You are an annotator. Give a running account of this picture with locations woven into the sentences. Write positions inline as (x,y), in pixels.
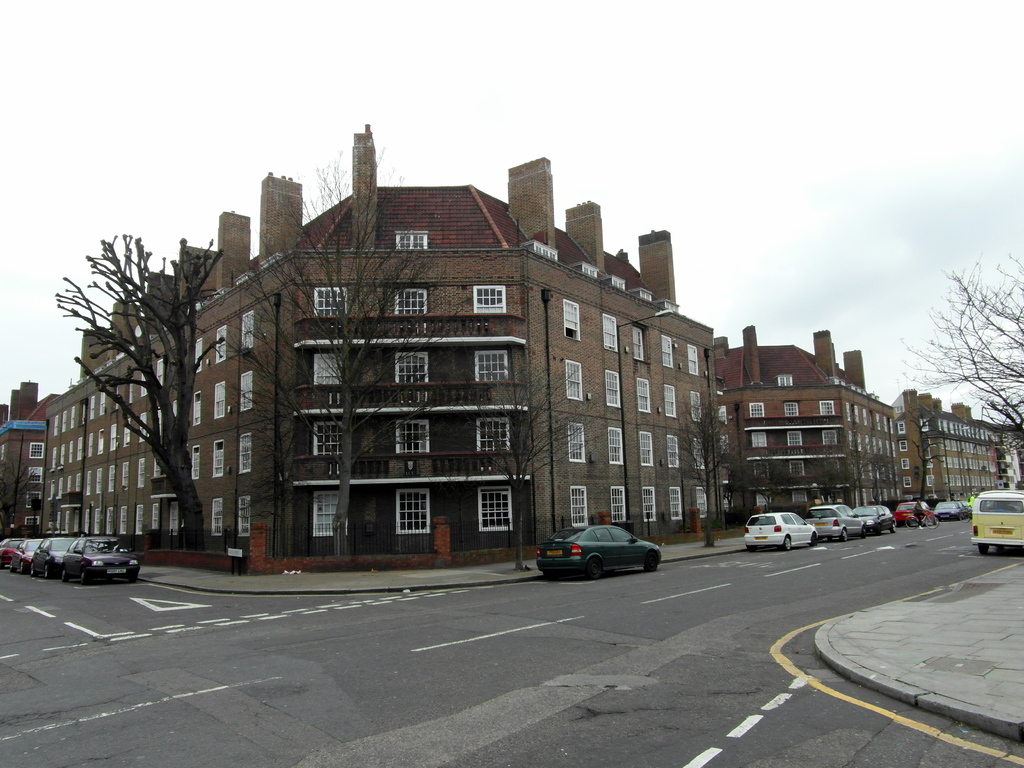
In this picture I can see there is a road (572,680) and there are cars (608,558) parked on the left side of the road (785,608). In the backdrop (404,488) I can see there are trees (339,524) and there is a building (462,380) here and the sky (351,88) is cloudy.
